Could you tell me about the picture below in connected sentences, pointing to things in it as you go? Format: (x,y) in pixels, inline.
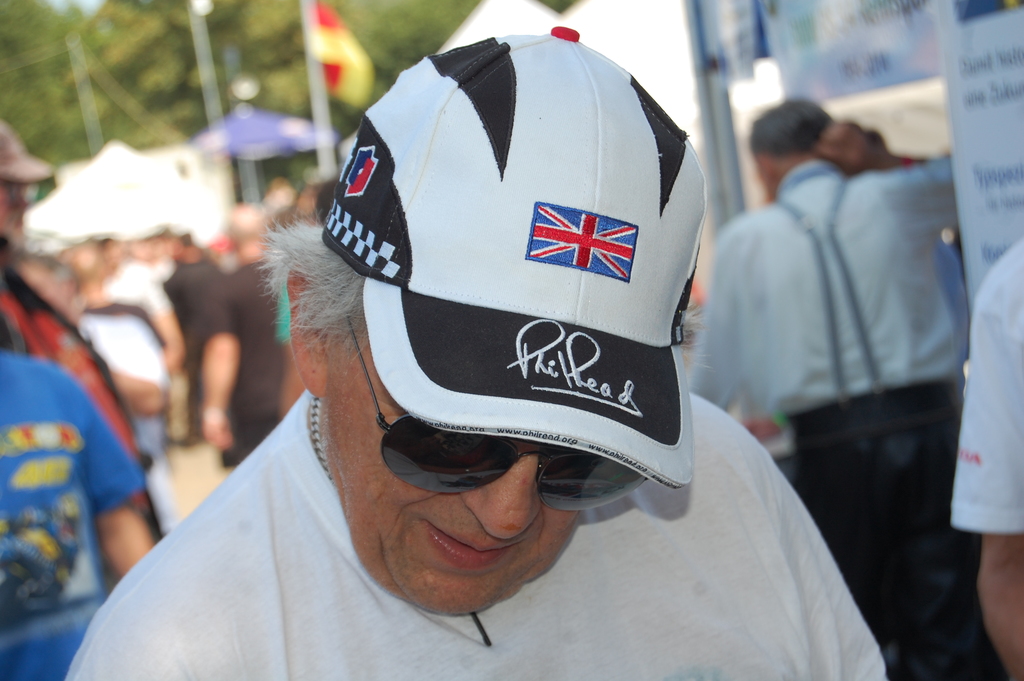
This image is taken outdoors. In the middle of the image (349,332) there is a man (385,520). He has worn goggles (471,482) and a cap (458,353). In the background (20,383) there are a few people (844,338). There are a few trees (124,82), poles (314,61), flags (330,55) and there are many boards (865,73) with text (1004,171) on them.
